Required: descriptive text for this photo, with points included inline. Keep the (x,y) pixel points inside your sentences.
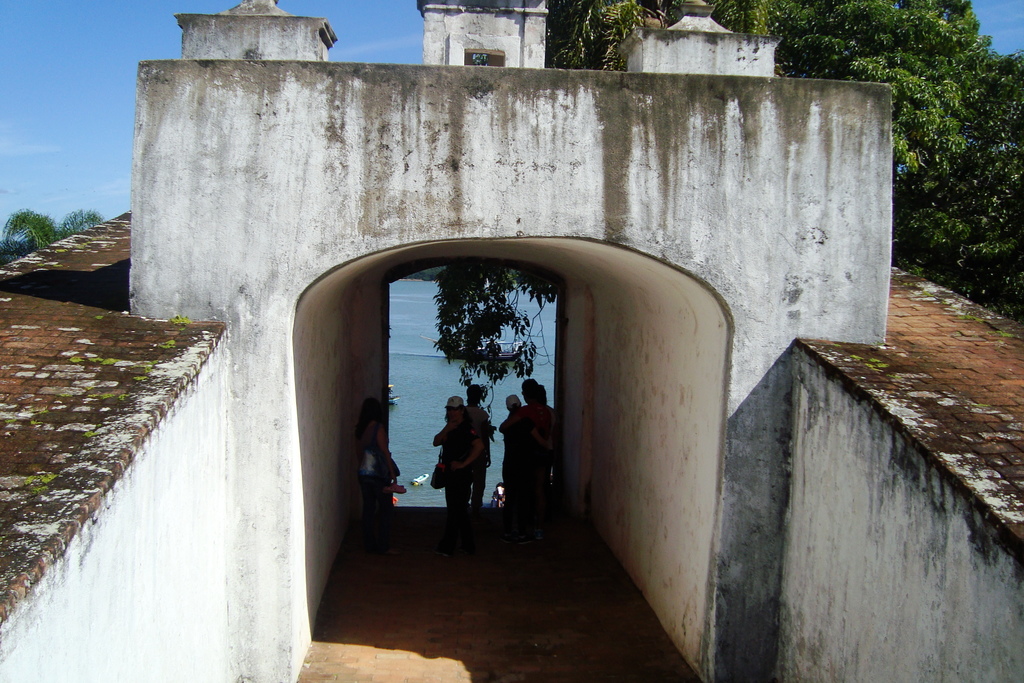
In this image, we can see people (532,454) wearing clothes (525,466). There is an arch (334,495) in the middle of the image (656,233). There are trees (809,37) in the top right of the image (980,168). At the top of the image (378,24), we can see the sky (364,53). There is a wall (199,559) in the bottom left (128,636) and in the bottom right of the image (920,582).
